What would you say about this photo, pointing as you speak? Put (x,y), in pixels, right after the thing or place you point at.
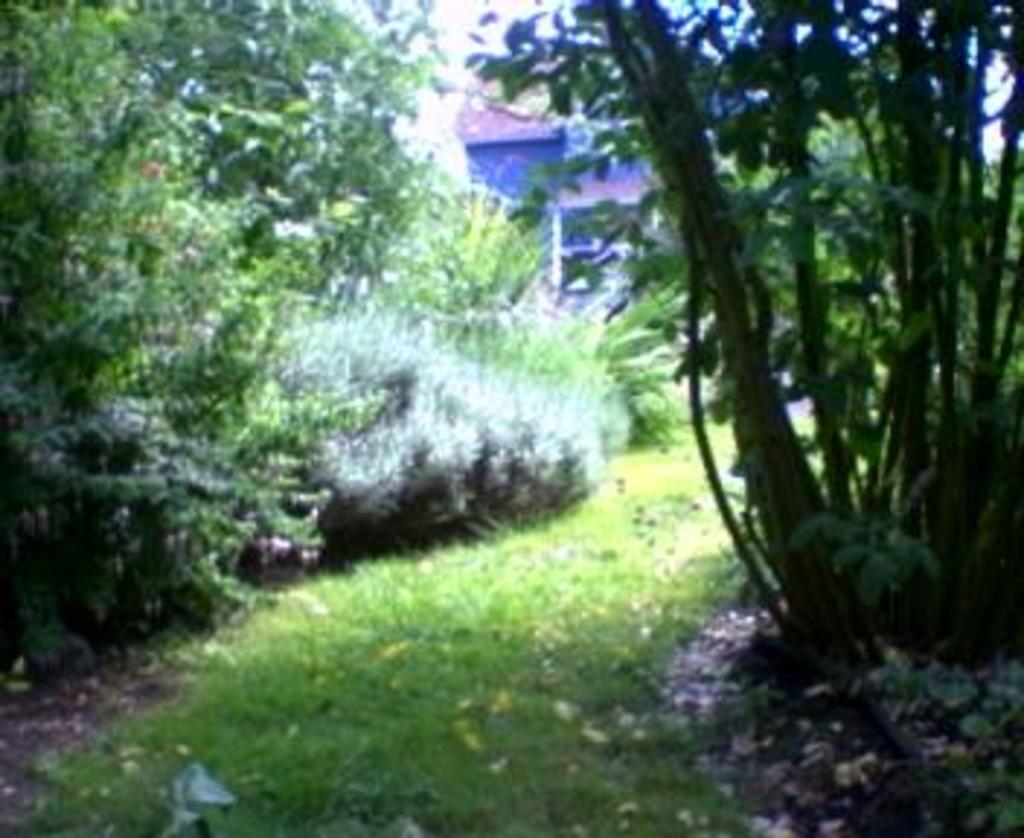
In the image I can see some plants (395,400), trees (1,421) to which there are some flowers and behind there is a house (607,260).
